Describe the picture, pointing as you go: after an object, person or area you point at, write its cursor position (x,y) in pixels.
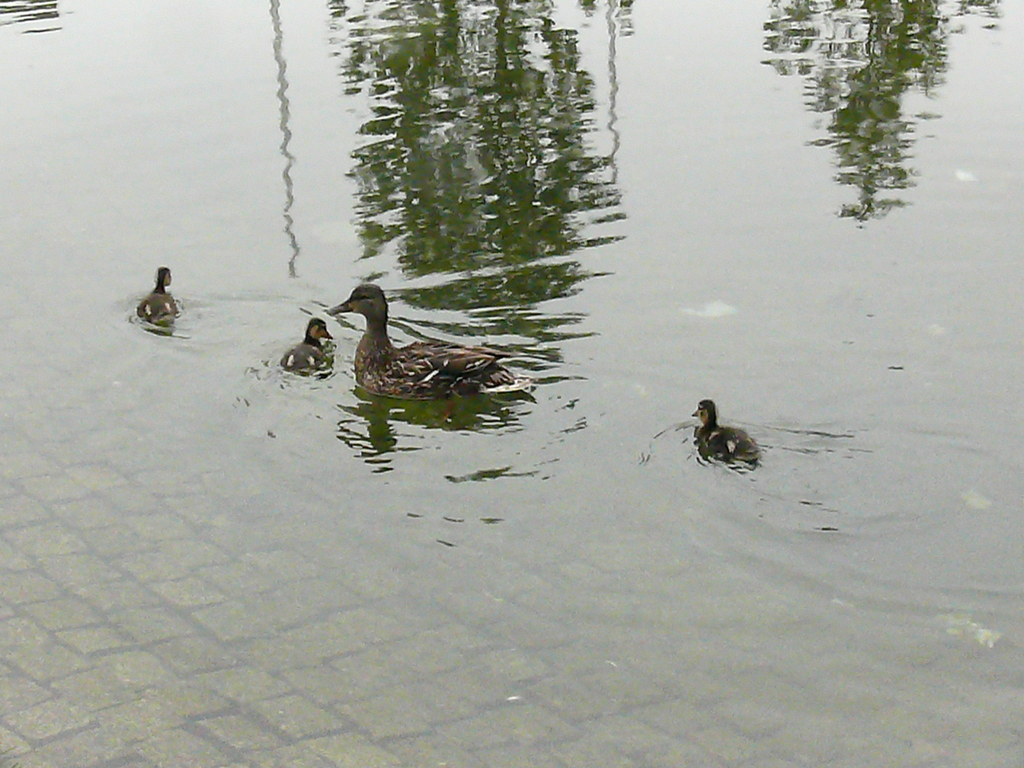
In this image there are ducklings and a duck (397,349) swimming in the water (373,552). Around it there is the water (371,275).
